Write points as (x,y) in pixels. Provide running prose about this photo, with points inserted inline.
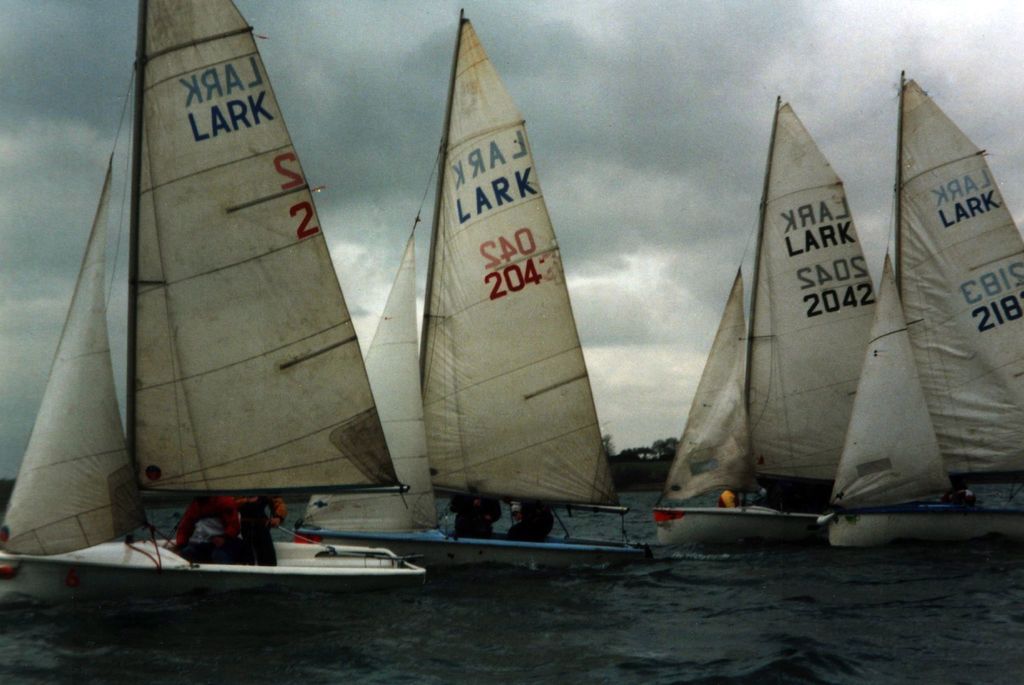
In this image I can see the boats (304,568) on the water (540,637). I can see few people (260,556) in the boats (418,545). In the background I can see the trees (618,469), clouds (699,151) and the sky (577,90).
